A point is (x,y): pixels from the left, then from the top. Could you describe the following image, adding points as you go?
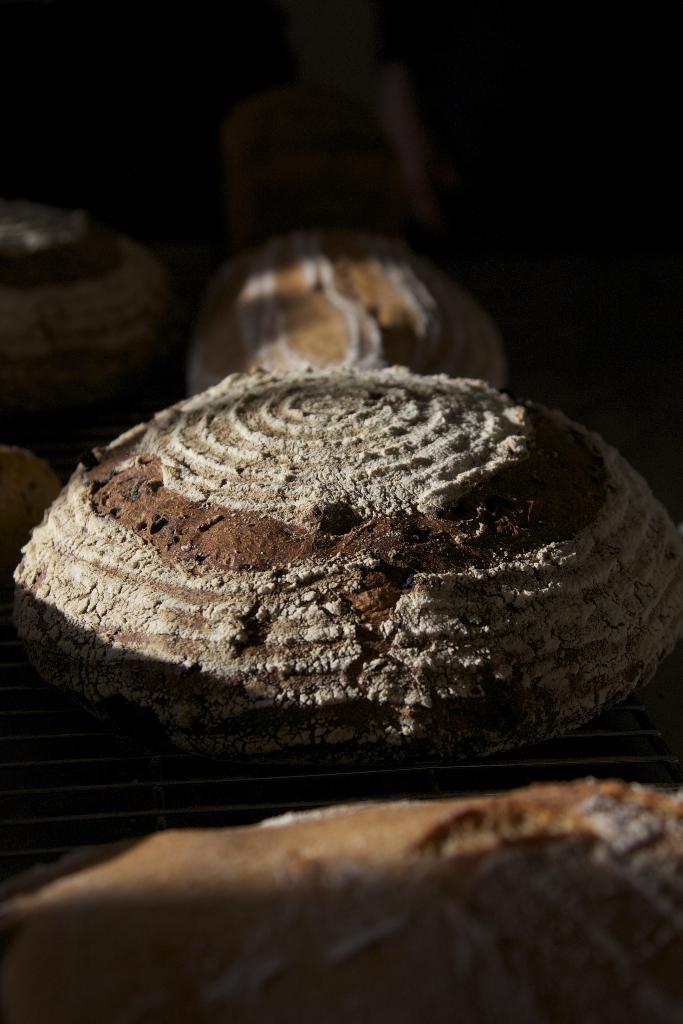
This is a structure (339,539) which is in round shape and it is in brown color. In the background (260,277), there are some other structures (426,305).
